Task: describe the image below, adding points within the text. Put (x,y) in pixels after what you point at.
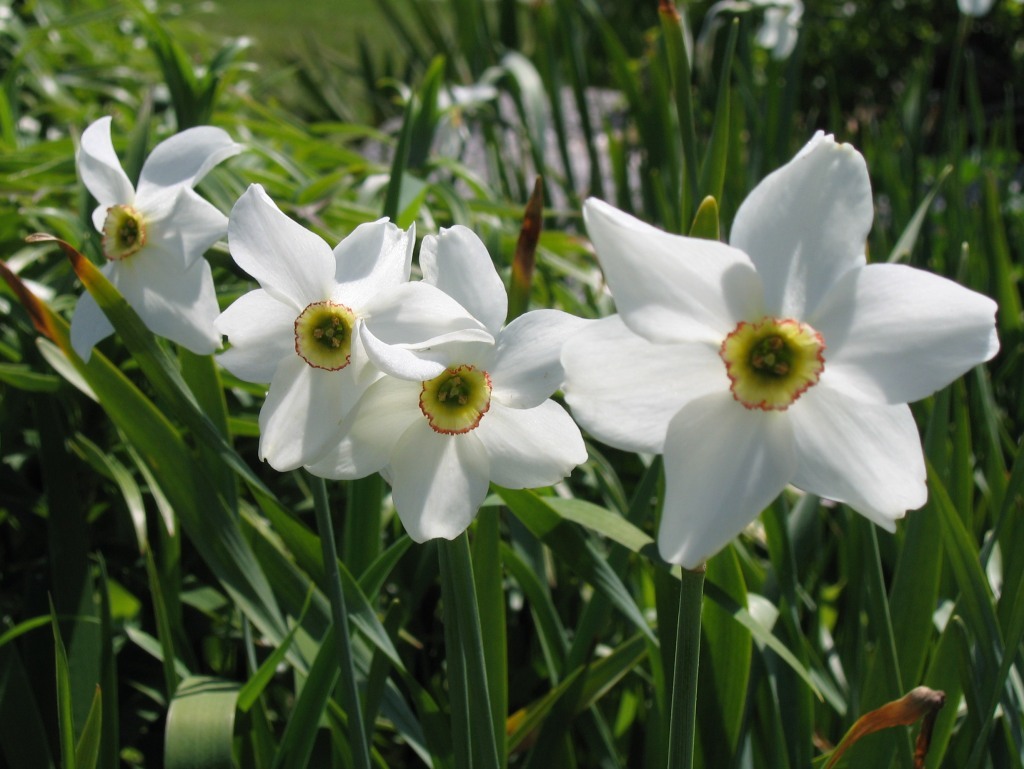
This picture shows few plants (735,186) with flowers (341,423) and the flowers (474,395) are white and yellow in color.
